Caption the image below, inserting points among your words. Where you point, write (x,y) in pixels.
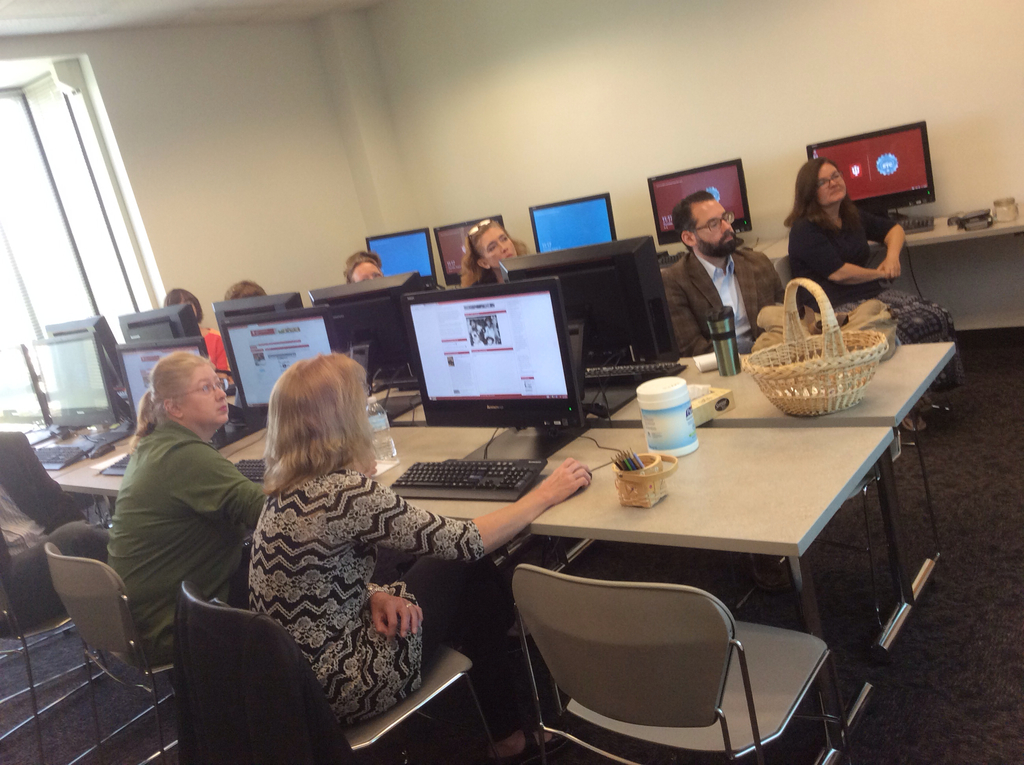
In the given image i can see a electronic gadgets (617,282), chairs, people (352,397), basket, bottle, bench (741,391) and wall (189,116).
